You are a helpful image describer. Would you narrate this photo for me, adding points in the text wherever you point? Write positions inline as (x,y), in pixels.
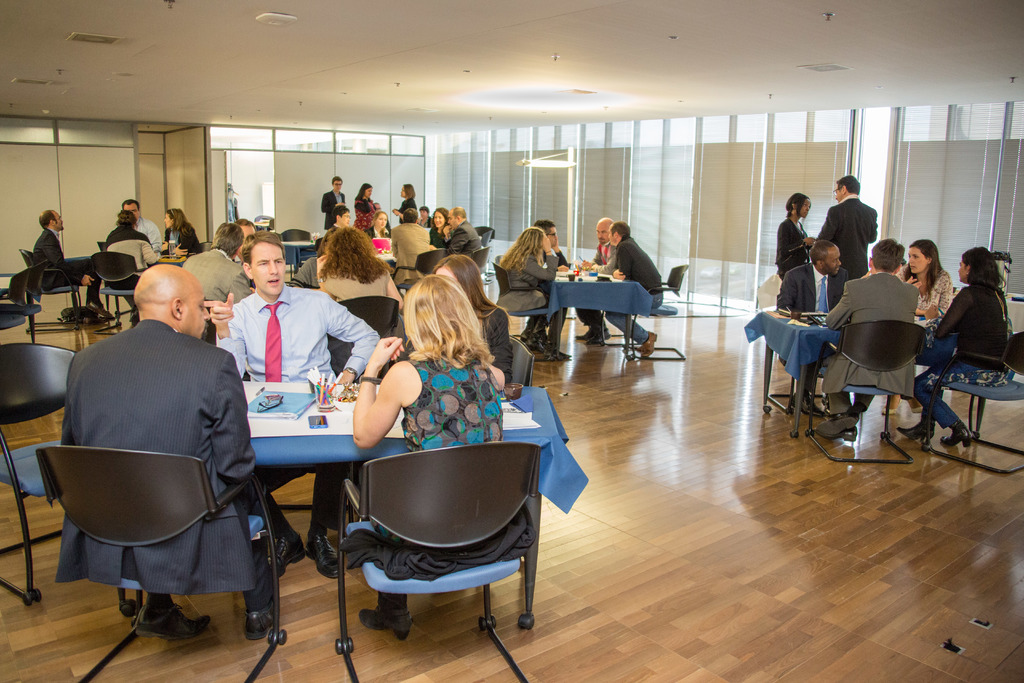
There is a hall (295,58). Many people (176,553) are sitting. There are many chairs (440,455) and tables (552,431). There is glass (660,162) in one side of the building (746,166). On the table (296,447) there is book (292,401), pen (327,394), pen stand (324,406), glasses (276,404). The floor (629,532) is wooden furnished.
